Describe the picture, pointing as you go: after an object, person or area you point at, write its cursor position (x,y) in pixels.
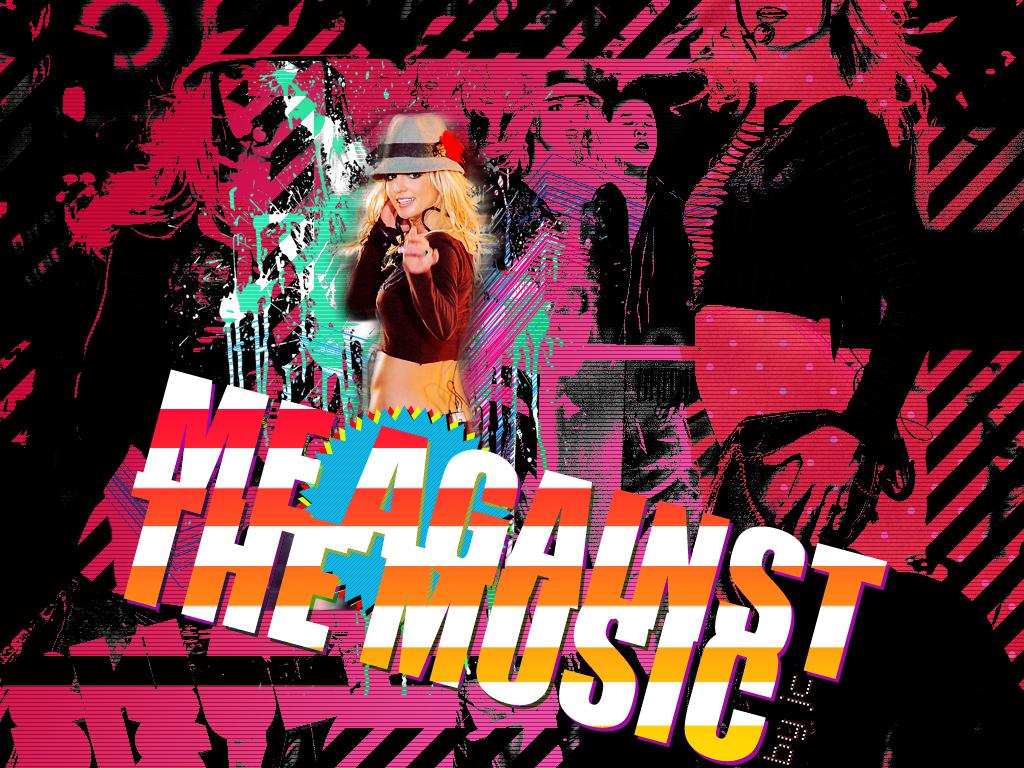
In the image we can see the poster (716,345) and in the poster (693,321) we can see the picture (450,256) of a woman (453,279) standing, wearing clothes (450,236), hat (436,168) and she is smiling, and here we can see the text (423,594).
